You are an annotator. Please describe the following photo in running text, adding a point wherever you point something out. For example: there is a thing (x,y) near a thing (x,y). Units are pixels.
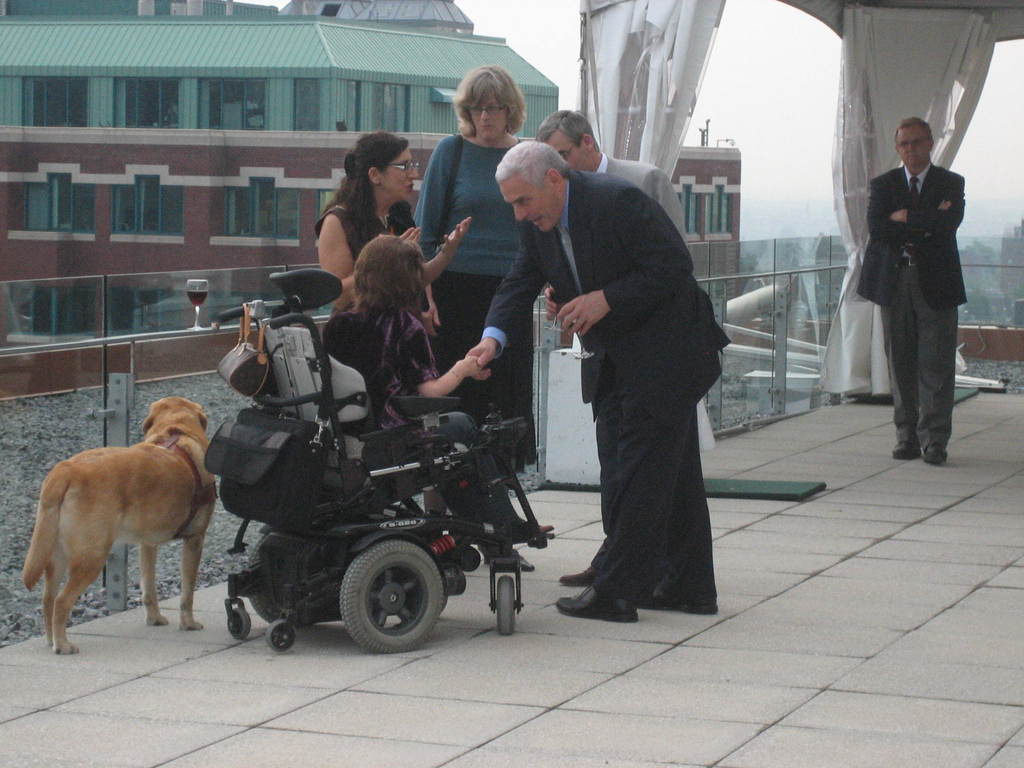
In the middle of the picture (625,423) there are group of people (439,188), dog (140,474), glass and railing (209,350). Towards right (687,51) there are curtains (872,73). On the left (133,63) there are buildings (134,100). In the background (997,278) towards right (996,255) there are trees (995,272). At the top (563,52) there is sky (774,57). At the bottom (398,700) it is floor (241,712). In the center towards left (178,545) we can see gravel stones (67,432).
